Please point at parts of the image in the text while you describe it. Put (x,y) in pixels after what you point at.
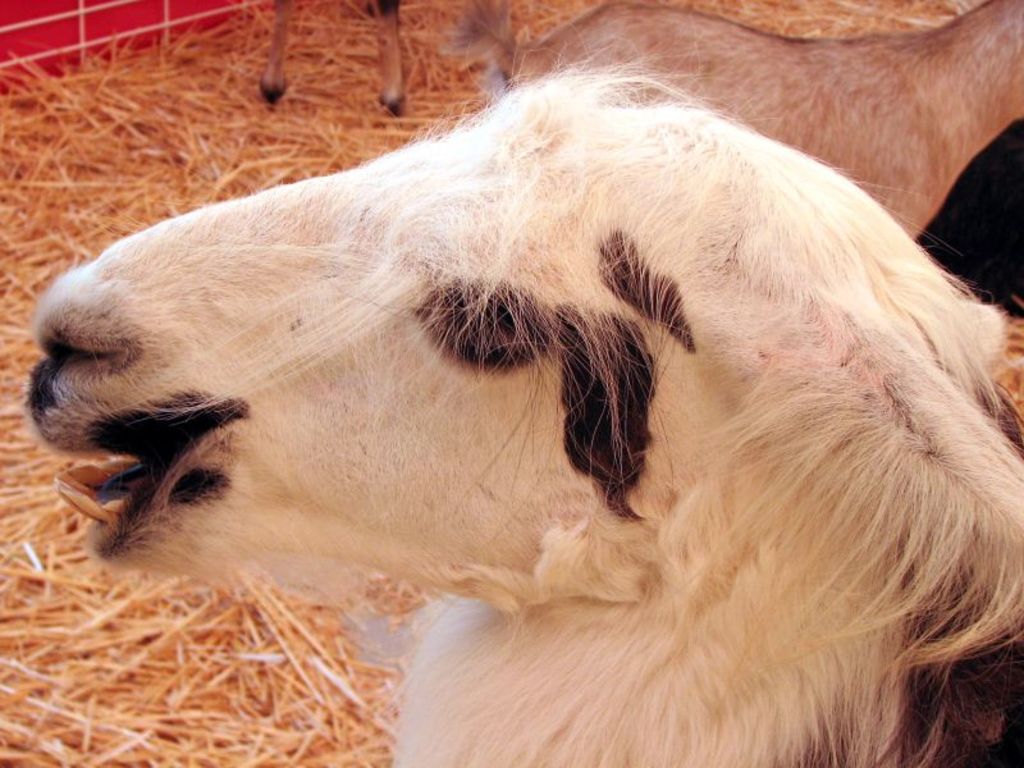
In this image I can see an animal (600,630) and the animal (754,595) is in black and white color, background (317,131) I can see the dried grass (189,140) and the grass (209,165) is in brown color.
